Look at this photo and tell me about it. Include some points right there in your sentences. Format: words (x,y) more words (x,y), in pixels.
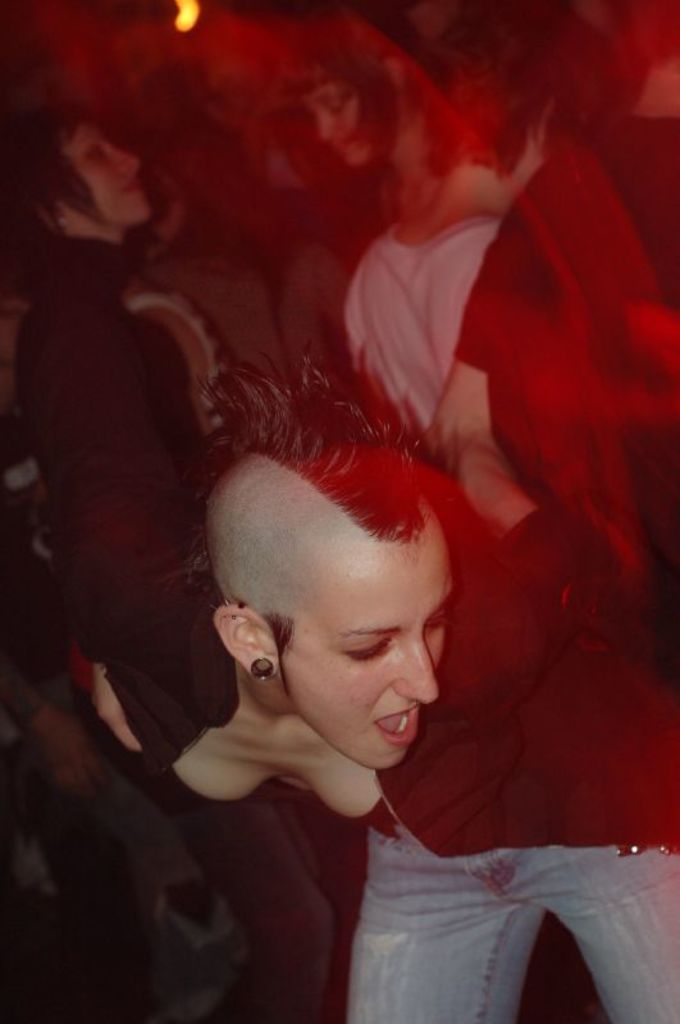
Here we can see persons (187,514). Afar we can see light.
